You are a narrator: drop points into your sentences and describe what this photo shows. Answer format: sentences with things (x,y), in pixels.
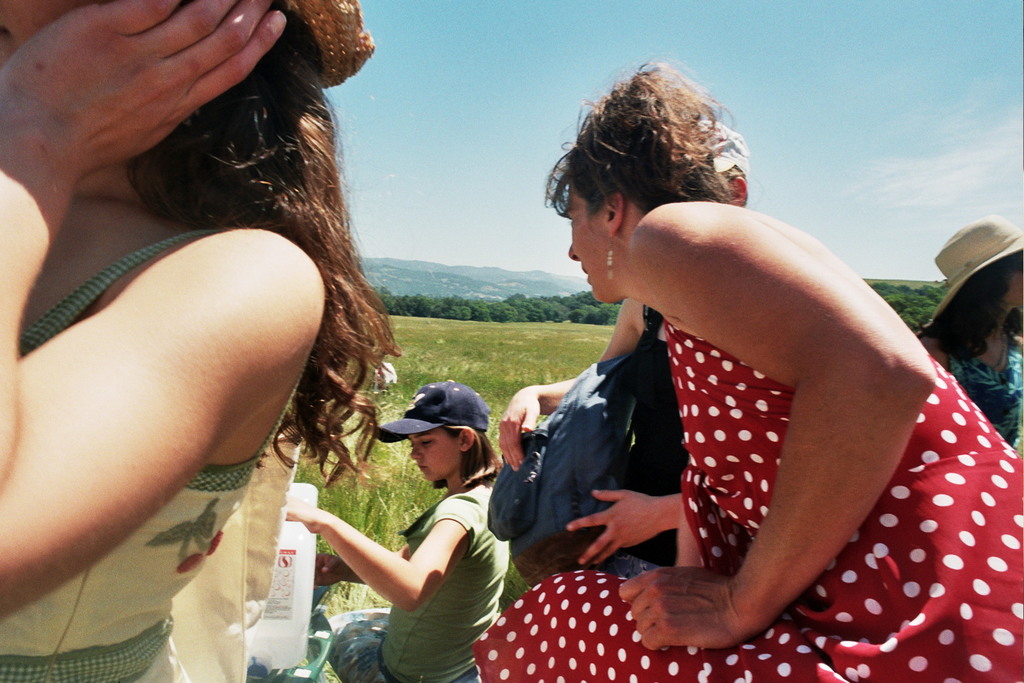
In this image in front (452,512) there are people (612,566). At the bottom of the image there is grass (501,357) on the surface (499,358). In the background of the image (527,312) there are trees (500,306), mountains (475,289) and sky (459,128).
